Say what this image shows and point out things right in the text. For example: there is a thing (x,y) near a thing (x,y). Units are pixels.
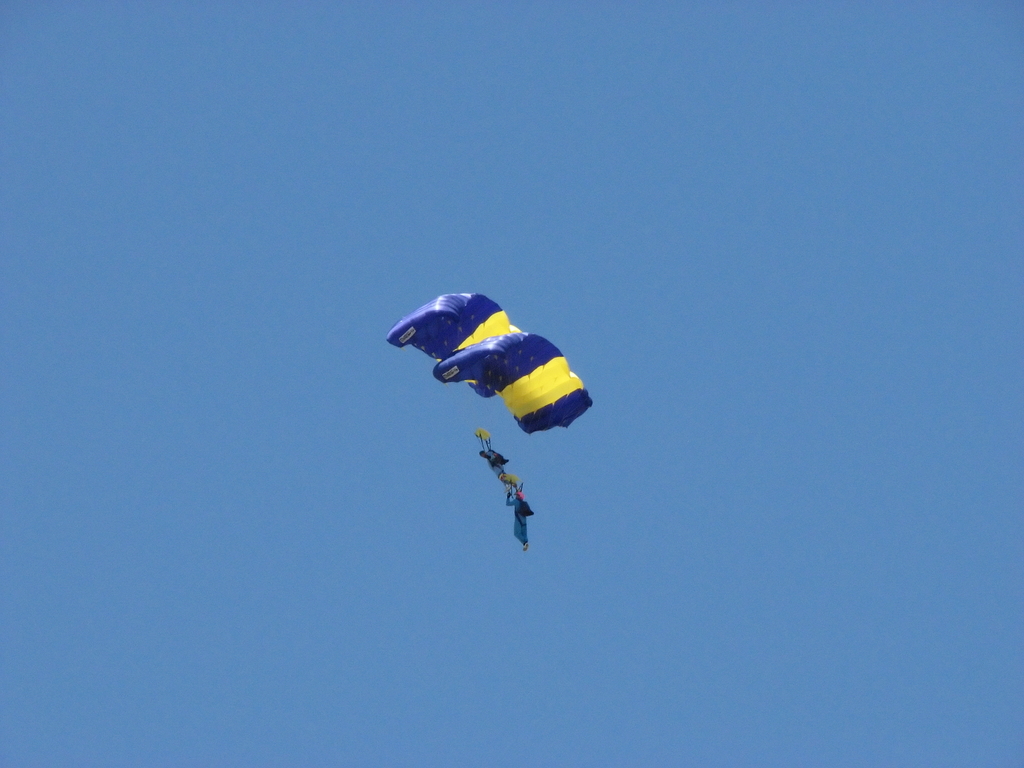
In this picture we can see people (516,521) with parachute (434,328) is flying in the air (203,365).
